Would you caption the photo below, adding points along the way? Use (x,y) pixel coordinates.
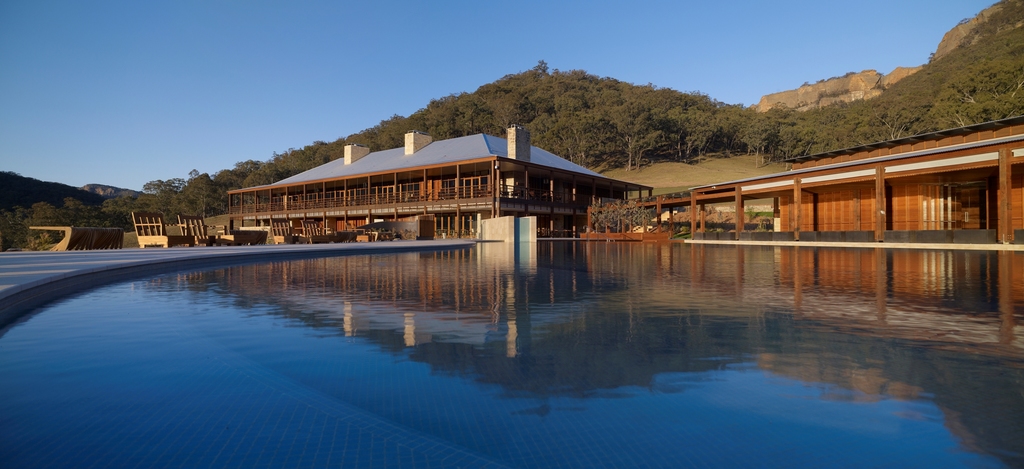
In this image I can see the water (487,369), the ground (62,268), few benches (110,242) and few buildings (557,188). In the background (178,202) I can see few mountains (485,121), few trees (631,109) and the sky (267,27).
